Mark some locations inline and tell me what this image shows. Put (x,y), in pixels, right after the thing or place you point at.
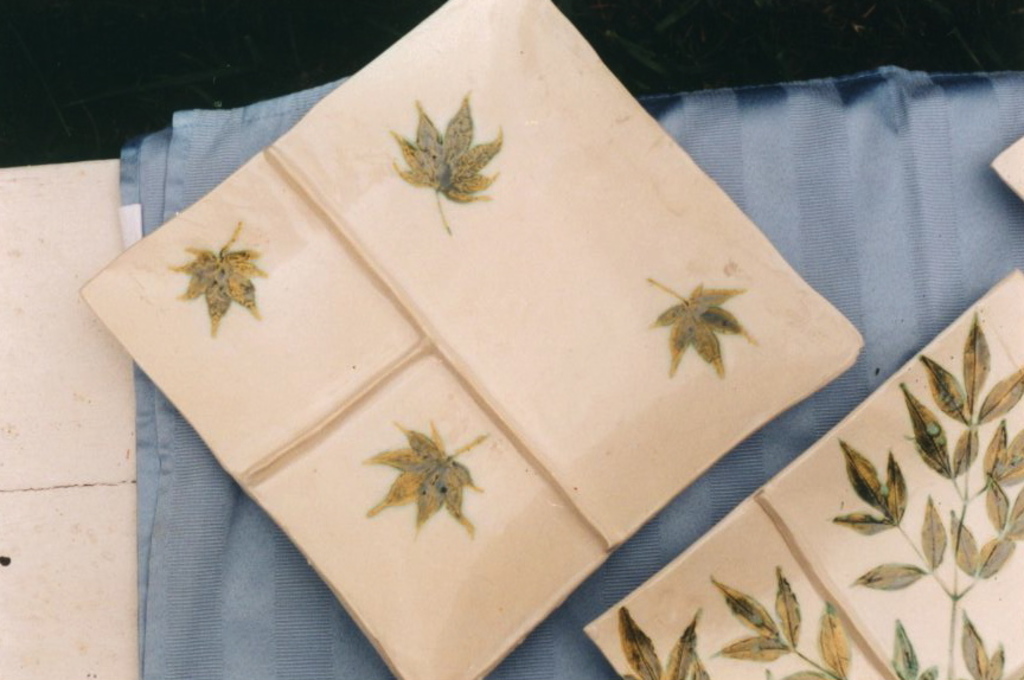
In this image, I can see the dishes (778,296) on a cloth (870,229).
